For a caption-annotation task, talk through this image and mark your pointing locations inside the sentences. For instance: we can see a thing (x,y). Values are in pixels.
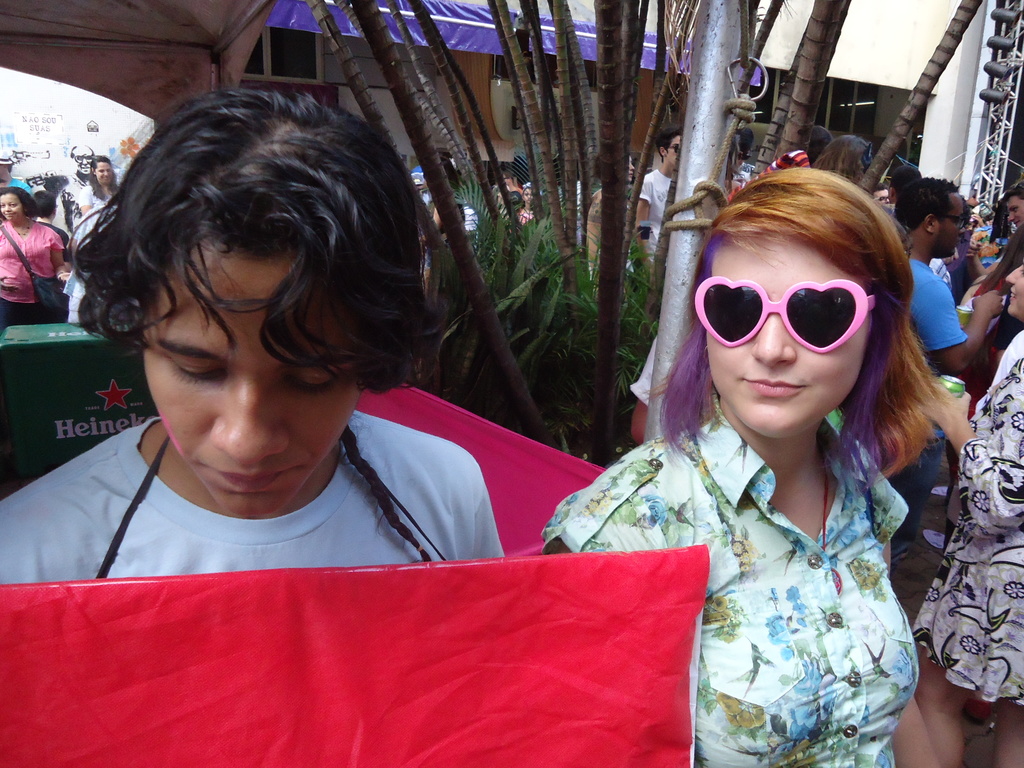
In this image, we can see a group of people (692,422). Few are holding some objects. Here a woman (807,409) is wearing goggles (799,322) and smiling. Background (864,42) we can see plants (628,349), pole (687,295), banner (590,39), pillars (936,153), some objects (43,328) and wall (875,56).
